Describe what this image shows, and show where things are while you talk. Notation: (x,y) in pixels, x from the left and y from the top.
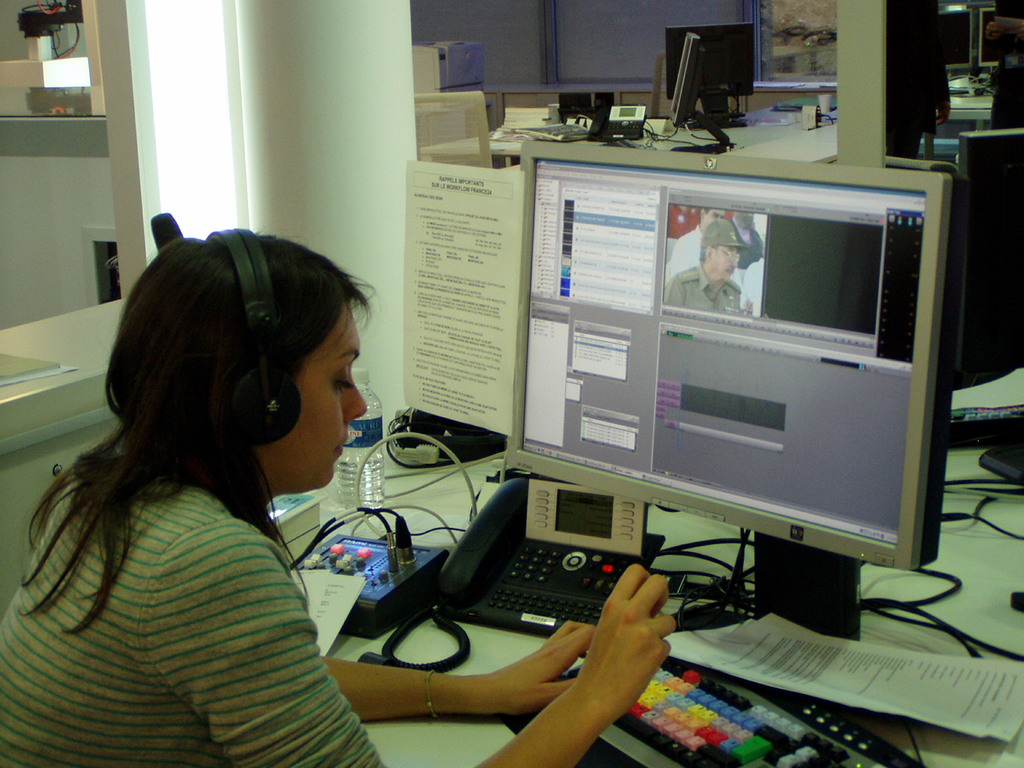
In this image I can see the person (40,508) sitting and the person (232,558) is wearing green color shirt (276,614). In front (837,372) I can see the system (796,391), telephone (607,558), a bottle (353,434) and few papers (844,679) on the table (457,667). Background (744,121) I can see few systems (731,112), papers (764,120) on the table (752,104) and I can also see the window (795,40) and the wall (284,77) is in white color.
